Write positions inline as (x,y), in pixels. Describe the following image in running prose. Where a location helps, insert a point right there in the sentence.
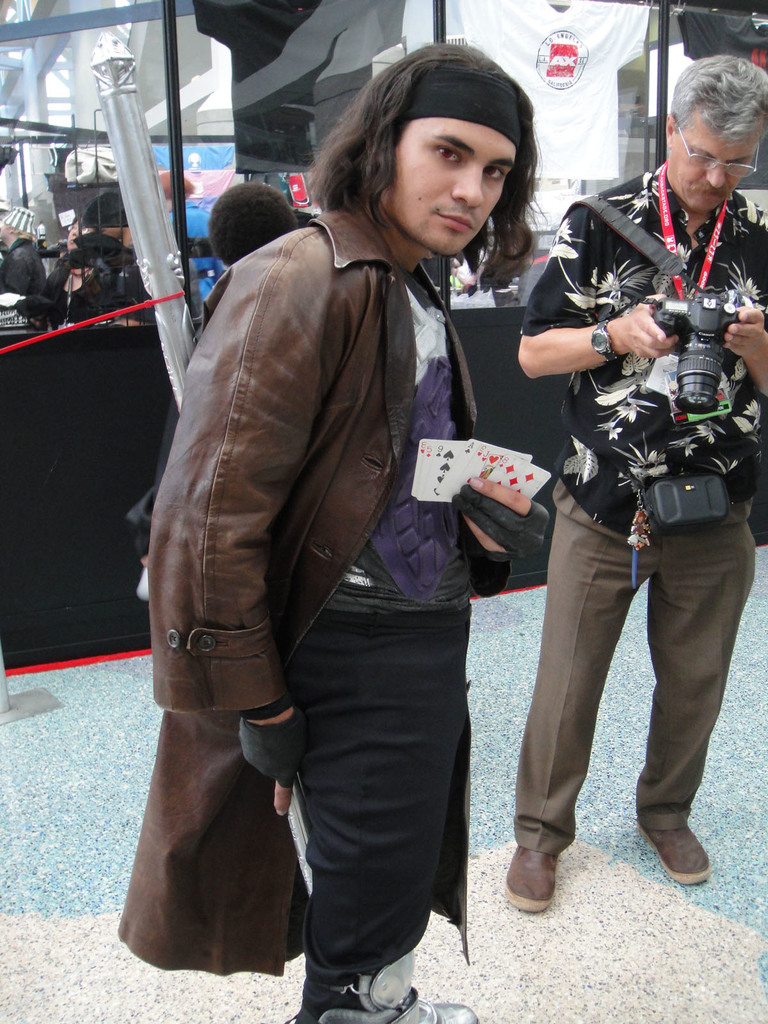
This picture is taken inside a building (623,863) on the floor (60,796). In the center of the picture (324,493) there is a man (252,471) in brown jacket (256,558) holding cards (453,456). On the right (645,454) there is a man (564,725) standing holding a camera (694,336). In the background (578,81) there is a glass (633,93) and t-shirts (583,59) are hanging.
